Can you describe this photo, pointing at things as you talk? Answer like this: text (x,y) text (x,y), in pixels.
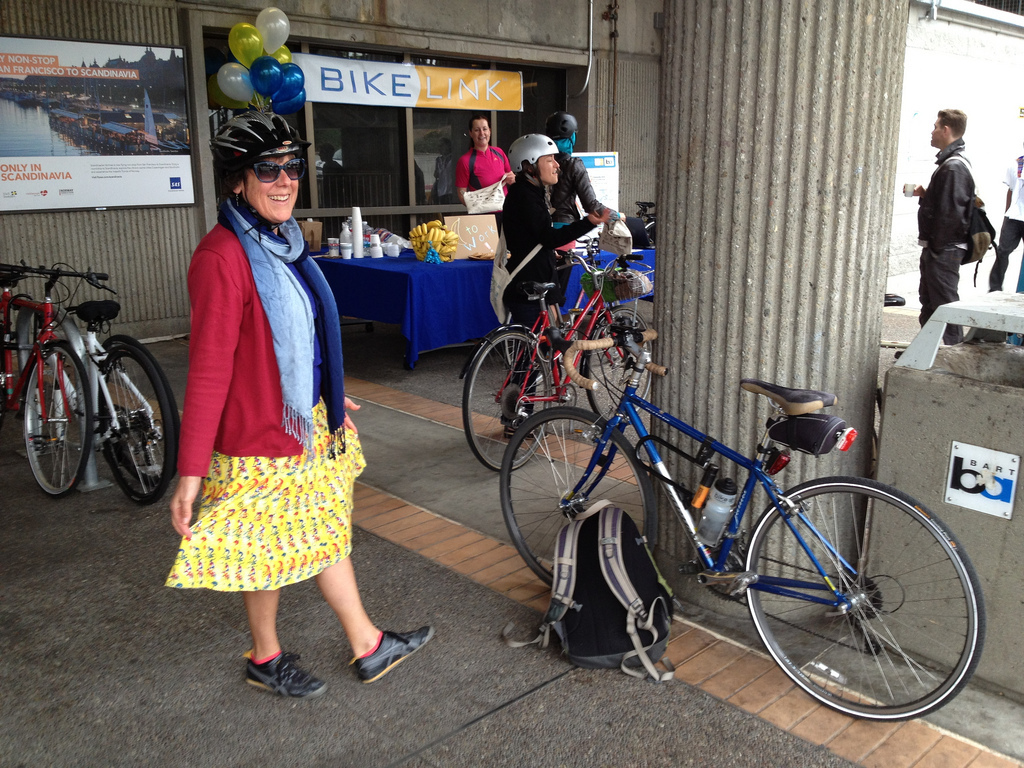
This picture shows a building (630,199) and we see few people (955,205) standing and we see bicycles (530,294) parked and we see a backpack (636,648) on the floor (606,680) and we see few of them helmets (551,146) on their heads (539,177) and we see balloons (259,23) and a table (406,304) with food (436,237) and bananas (420,227) and cups (391,252) on it and we see a frame (190,141) on the wall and we see a dustbin (890,438).
